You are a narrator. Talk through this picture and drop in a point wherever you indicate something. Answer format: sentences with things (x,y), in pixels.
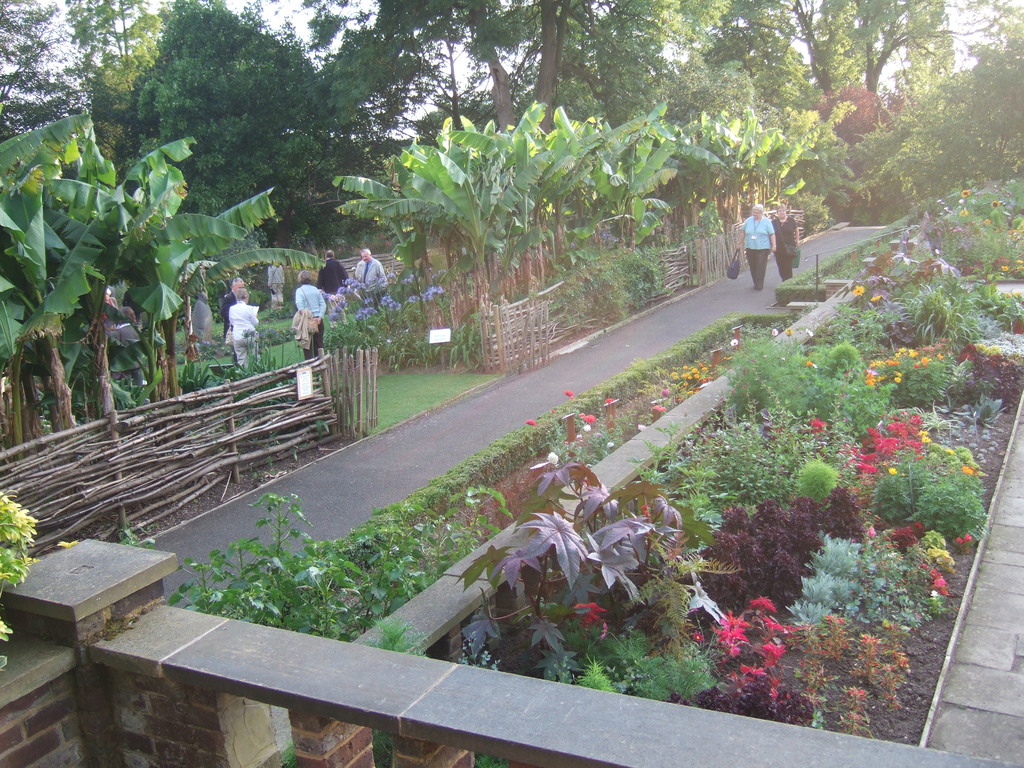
In this image there are two people (768,216) walking on the road (693,309). A person (748,254) is holding a bag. Few people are standing on the grassland (267,352) having plants (384,322). Right side (730,620) there are plants (721,547) having flowers (1018,261). Bottom of the image (176,634) there is a wall (196,666). Left side (96,485) there is a fence (87,474). Behind there are trees (289,168). Background (307,160) there are trees (993,84). Right side (995,733) there is a path (950,691).
